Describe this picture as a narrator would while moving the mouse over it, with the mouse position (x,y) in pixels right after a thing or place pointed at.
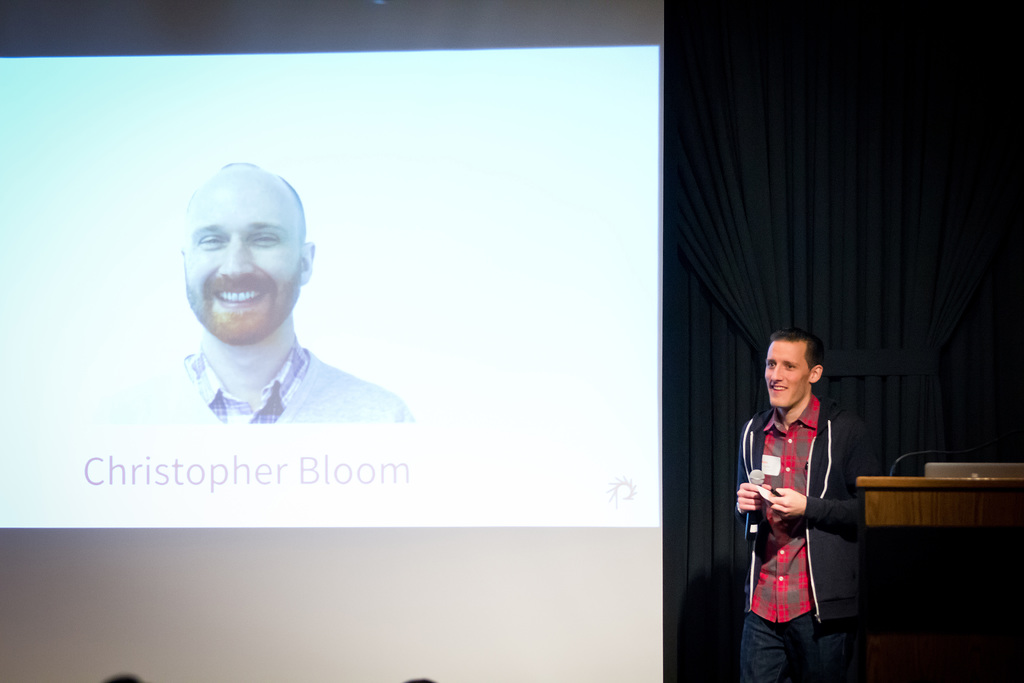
In this image we can see a person (780,484) holding a mic (751,478). Near to him there is a stand (931,504). In the back (496,302) there is a screen (311,304). Also there are curtains (819,285). On the screen (303,295) we can see a person (244,396) and a text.
